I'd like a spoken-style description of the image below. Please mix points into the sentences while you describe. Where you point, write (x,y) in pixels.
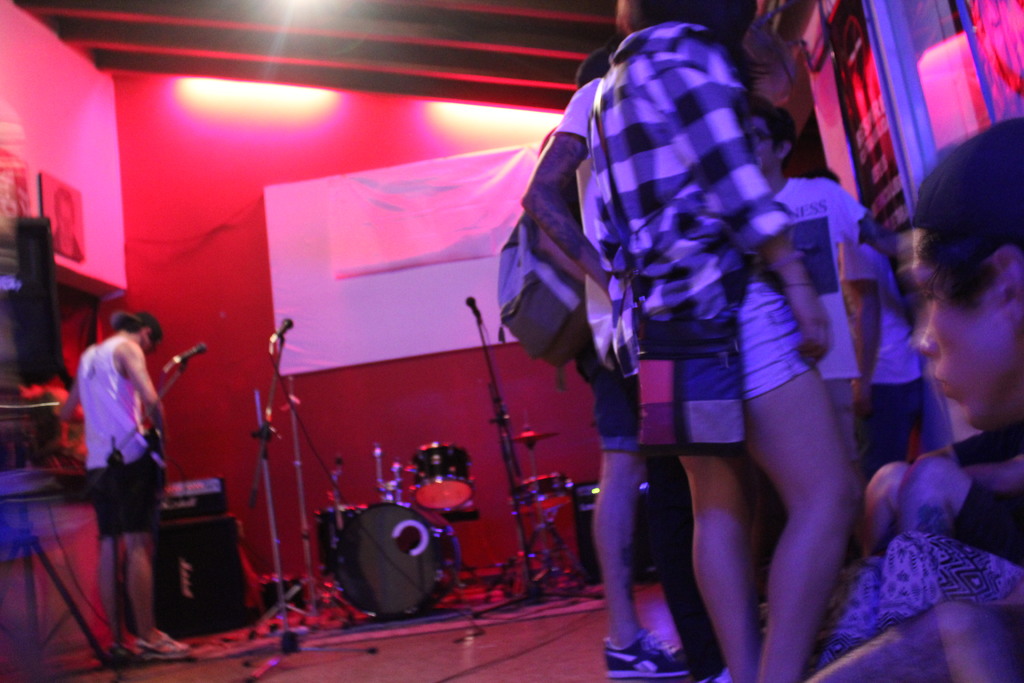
In this image on the right side (791,312), I can see some people (799,512). I can see the mics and some musical instruments (399,526). At the top (463,121) I can see the lights (292,108).
